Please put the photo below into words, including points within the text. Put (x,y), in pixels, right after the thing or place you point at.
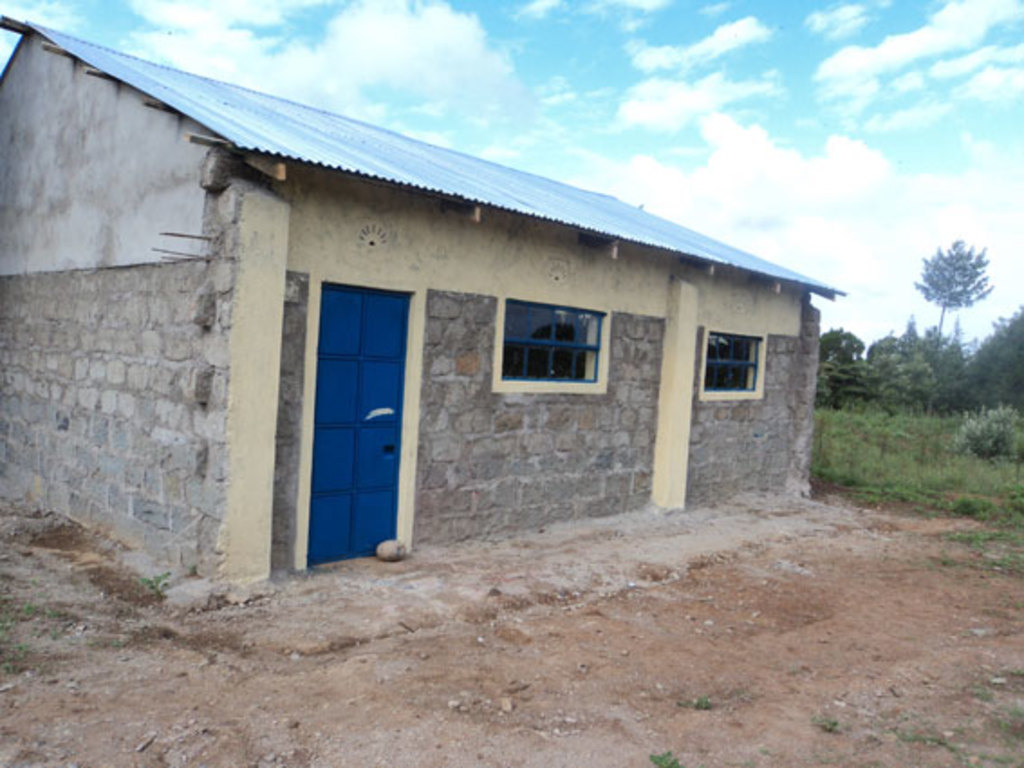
In the picture, there is a house (153,205) made up of metal sheets (296,155) and bricks (165,381). There is one door (391,464) and two windows (728,354) to the house (715,339) and behind the house (774,280) there is a grass (887,418) and some trees (950,355).
